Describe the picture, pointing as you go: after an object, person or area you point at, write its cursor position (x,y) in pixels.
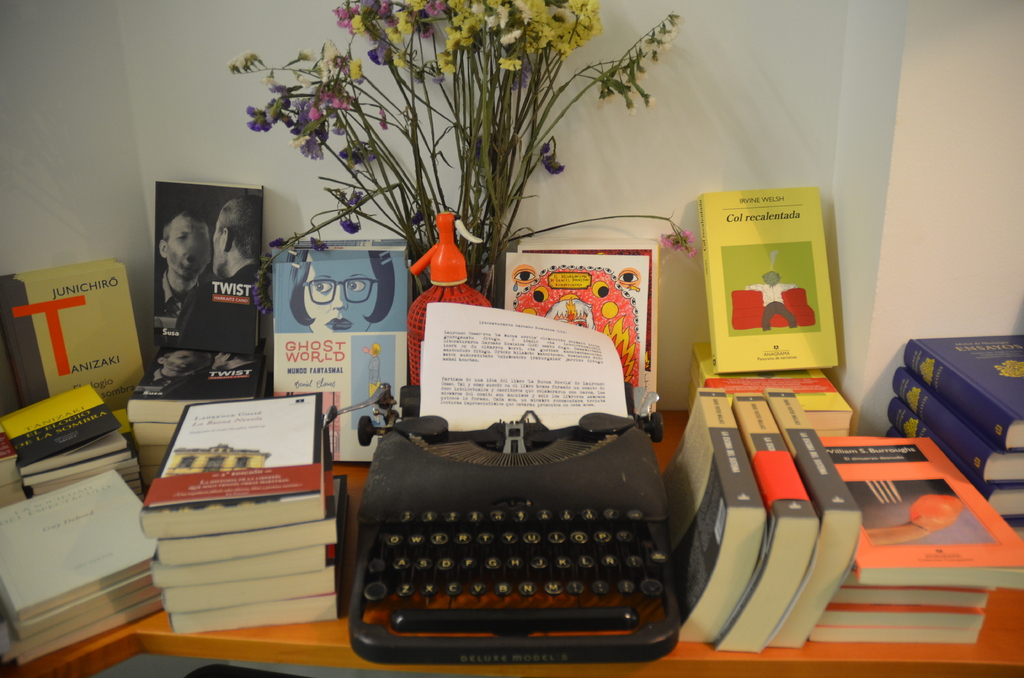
In this image there are many books (969,569) on the table (880,653) and a typewriter (506,534) with a paper (505,377) in it. At the background (70,100) there is a wall (36,132) and there is a flower vase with a flowers (389,54) in it.
